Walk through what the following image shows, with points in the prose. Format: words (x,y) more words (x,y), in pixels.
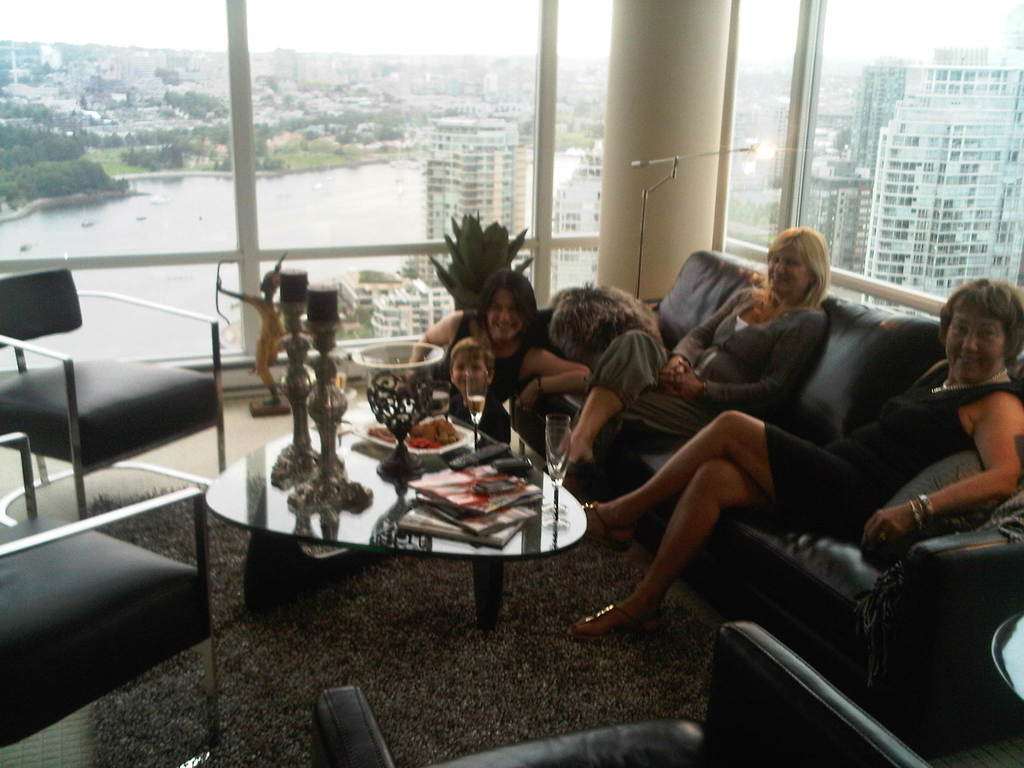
In this image there are three woman (675,363) who are sitting on the right side (726,417) there are two women (752,450) sitting on a couch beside them there is another women (498,358) who is sitting and smiling in front of her there is one boy (469,386). On the left side (88,396) there are two chairs (100,459) and in the middle (355,441) there is one table (260,474) and on that table (489,510) there are some books (480,499) remote (469,466) and statues (321,400) are there and on the floor (248,421) there is one carpet (503,640) and in the background (295,82) there are glass doors (592,130) and some trees (75,137) and buildings (920,122) are there.
